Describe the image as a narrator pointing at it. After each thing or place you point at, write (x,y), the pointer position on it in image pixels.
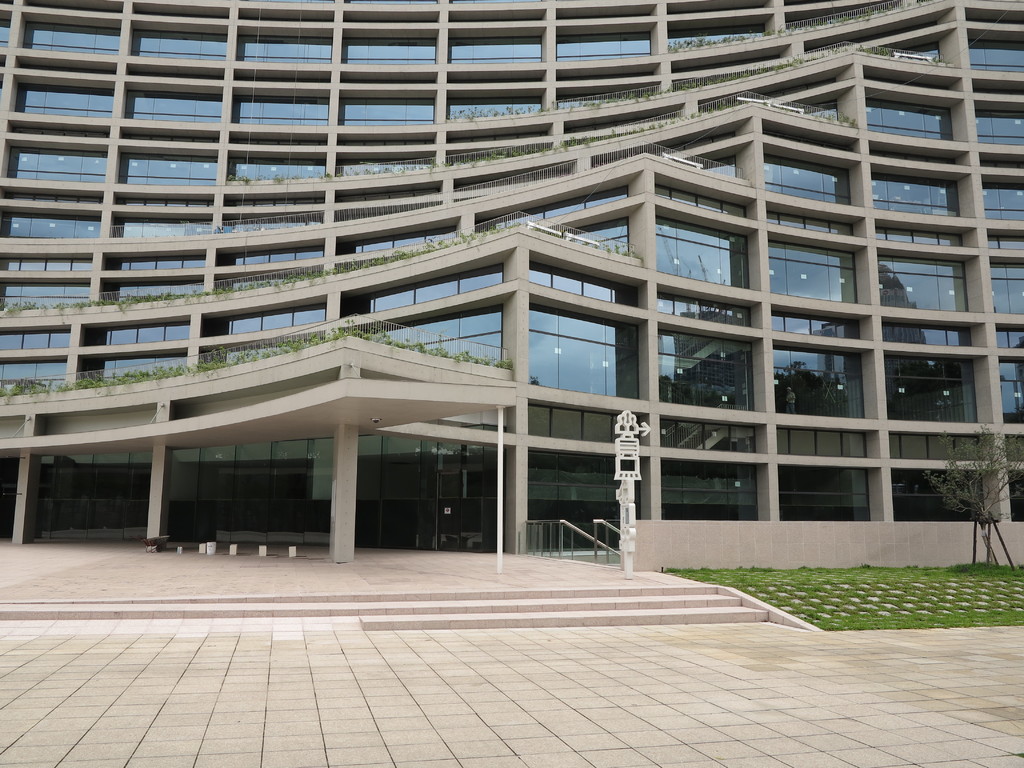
In this picture I can observe a building (454,280). There are some plants (439,349) on the building (449,225). I can observe some grass (822,624) on the right side (844,584).
